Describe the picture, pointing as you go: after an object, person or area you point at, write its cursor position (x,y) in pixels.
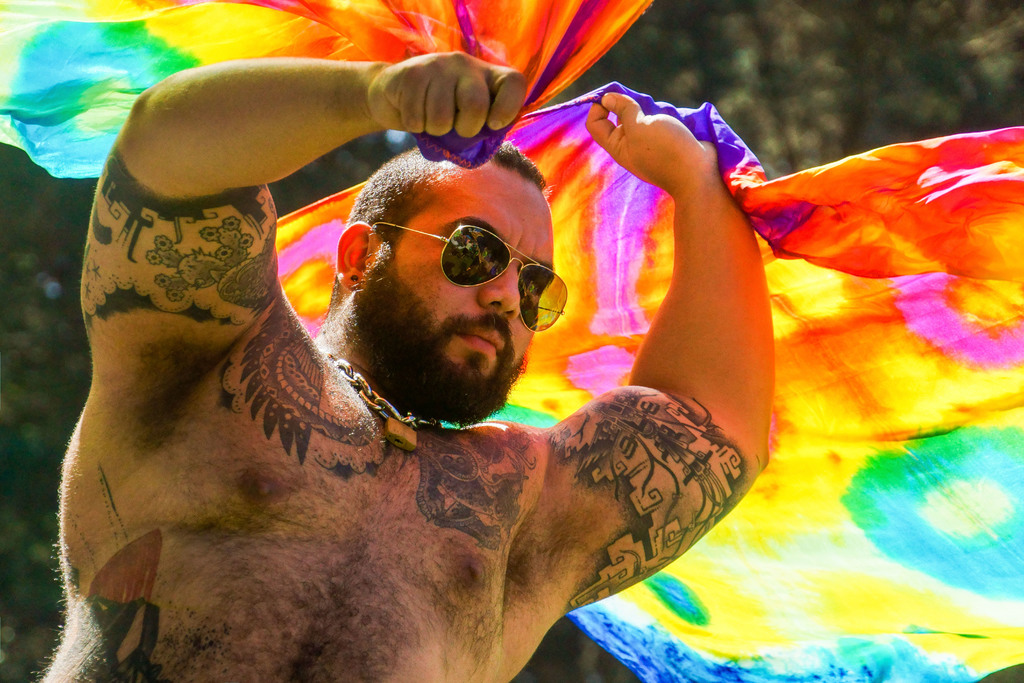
In this image we can see a man (668,315) standing holding the clothes (835,325). On the backside (872,70) we can see some trees (756,119).
